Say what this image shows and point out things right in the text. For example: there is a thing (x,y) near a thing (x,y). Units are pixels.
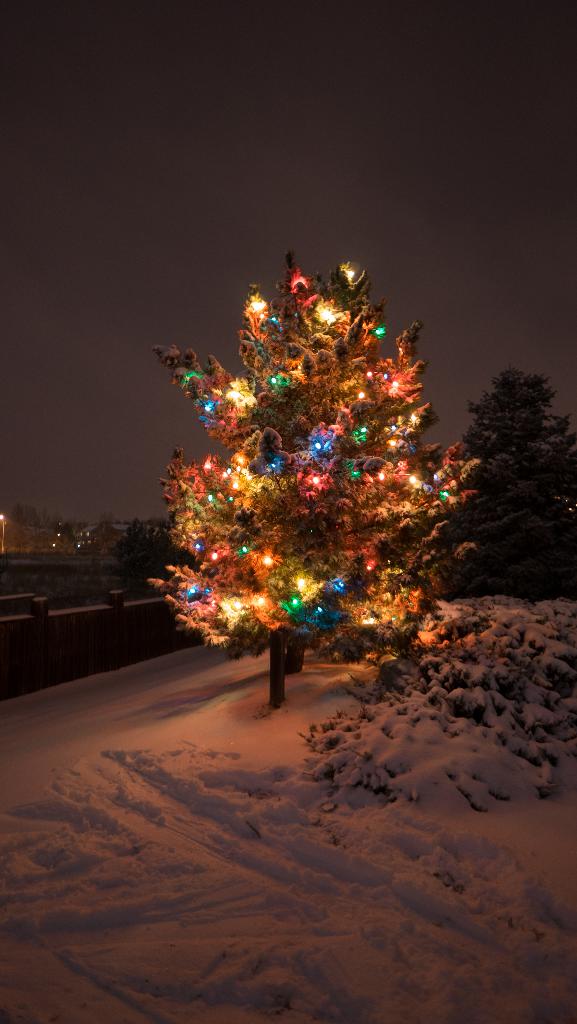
In this picture we can observe a tree (280,471) with different colors of lights (310,478). There is some snow (182,884) on the ground (299,757). On the right side (500,501) there is another tree (496,467). In the background (297,190) there is a sky (203,146).
